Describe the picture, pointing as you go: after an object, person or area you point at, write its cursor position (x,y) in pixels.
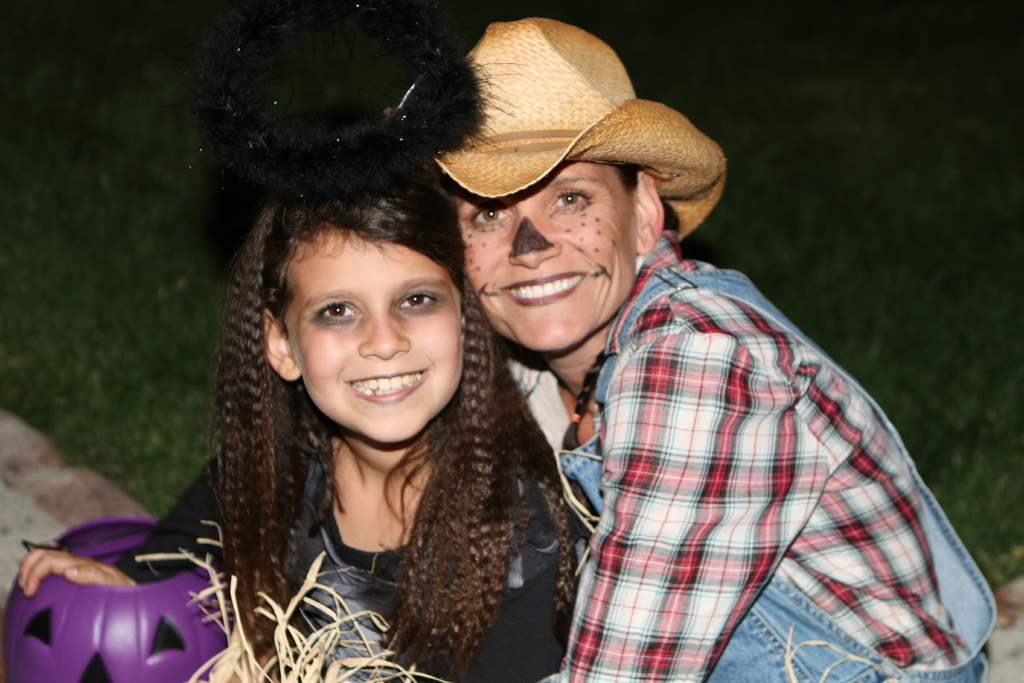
In this image I can see two people (545,519) with different color dresses (638,477). I can see one person (585,140) with the hat (578,90). I can see the purple color object (137,633) in-front of these people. In the background (151,251) I can see the grass (151,251).
